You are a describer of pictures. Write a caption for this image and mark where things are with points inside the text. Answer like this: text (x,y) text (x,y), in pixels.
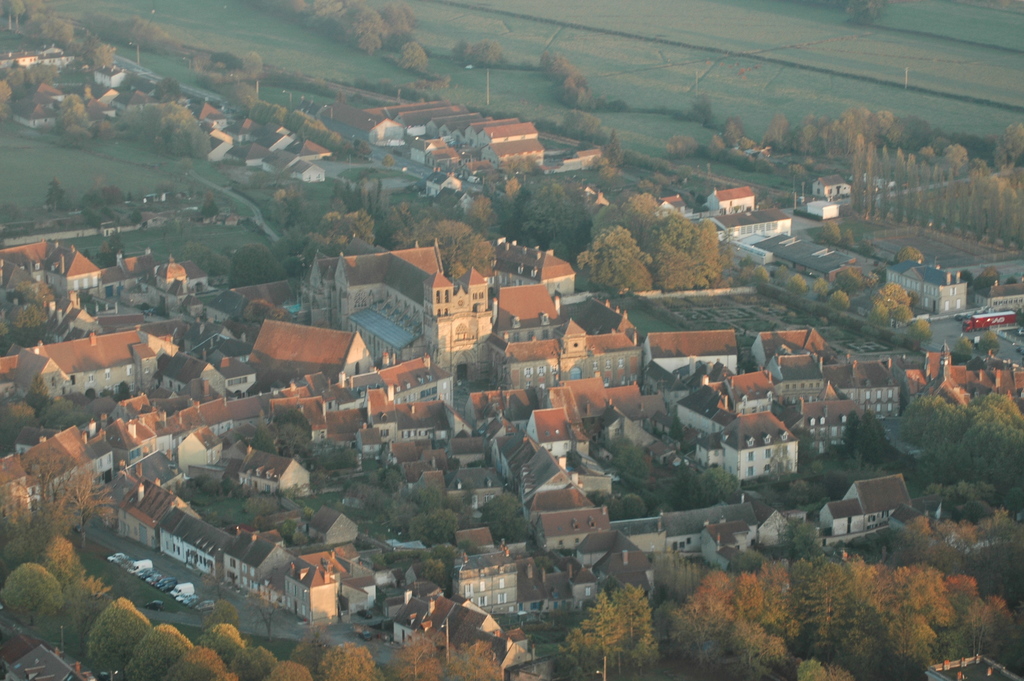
The image is captured far away from the city (510,292). There are plenty of trees (834,594) and houses (539,444) in the city (512,209) and on the city outskirts (375,97) there is a beautiful greenery (805,36).
